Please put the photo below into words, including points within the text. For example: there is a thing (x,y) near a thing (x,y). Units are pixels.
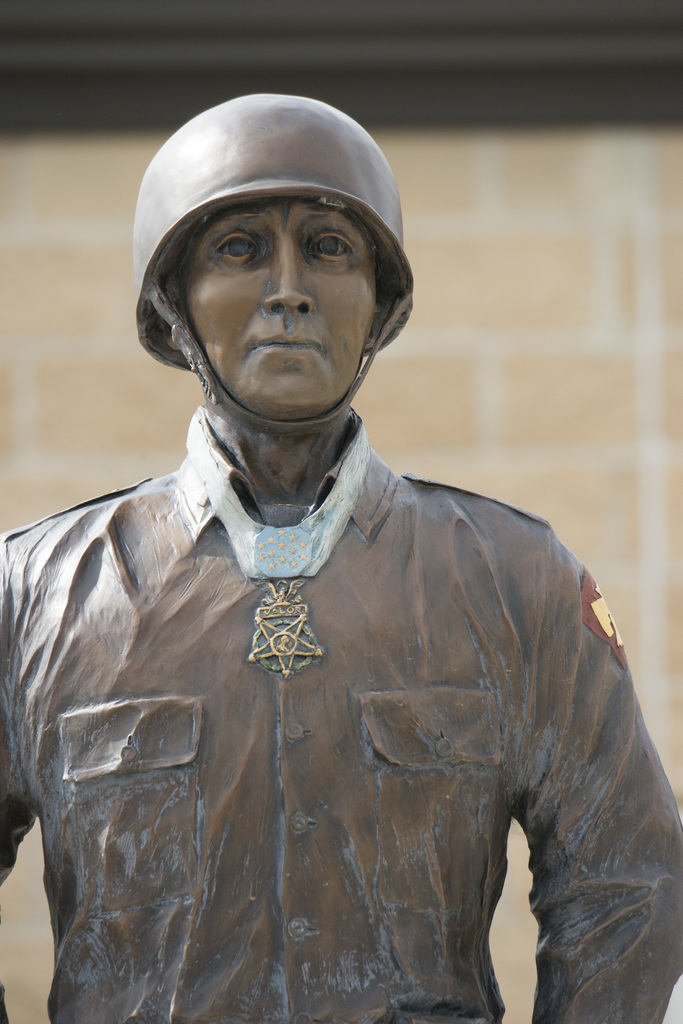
In this image we can see a statue (433,935). In the background (636,278), we can see the wall (589,176).
